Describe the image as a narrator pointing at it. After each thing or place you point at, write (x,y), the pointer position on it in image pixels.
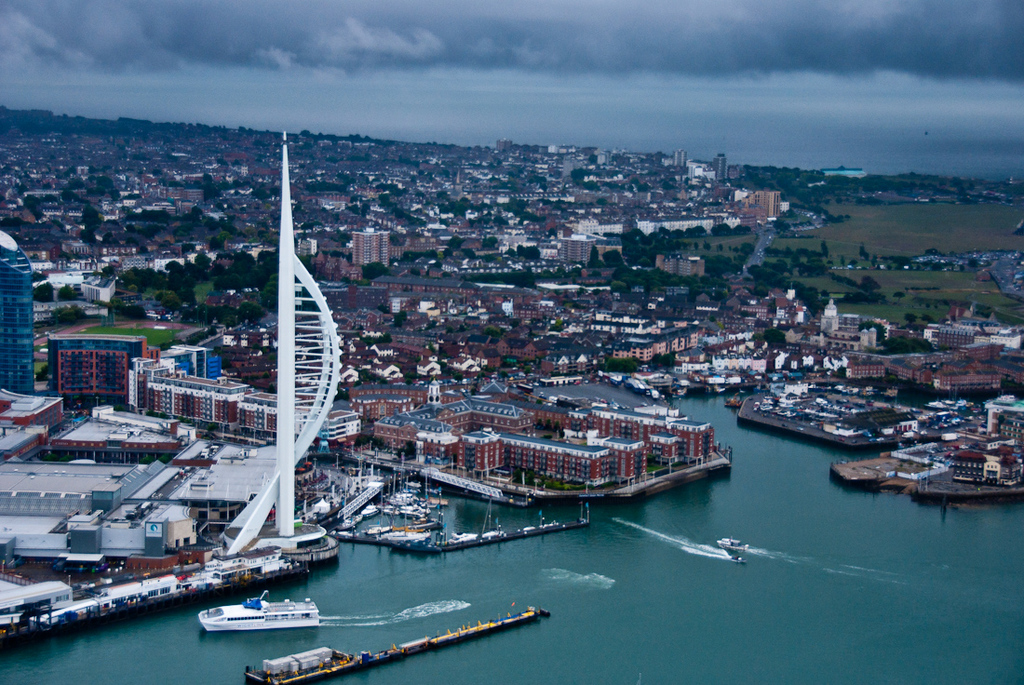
In this picture we can see boats (392,503) on water (690,578), buildings (116,453), trees (158,297) and in the background (443,65) we can see the sky (708,34) with clouds (876,33).
